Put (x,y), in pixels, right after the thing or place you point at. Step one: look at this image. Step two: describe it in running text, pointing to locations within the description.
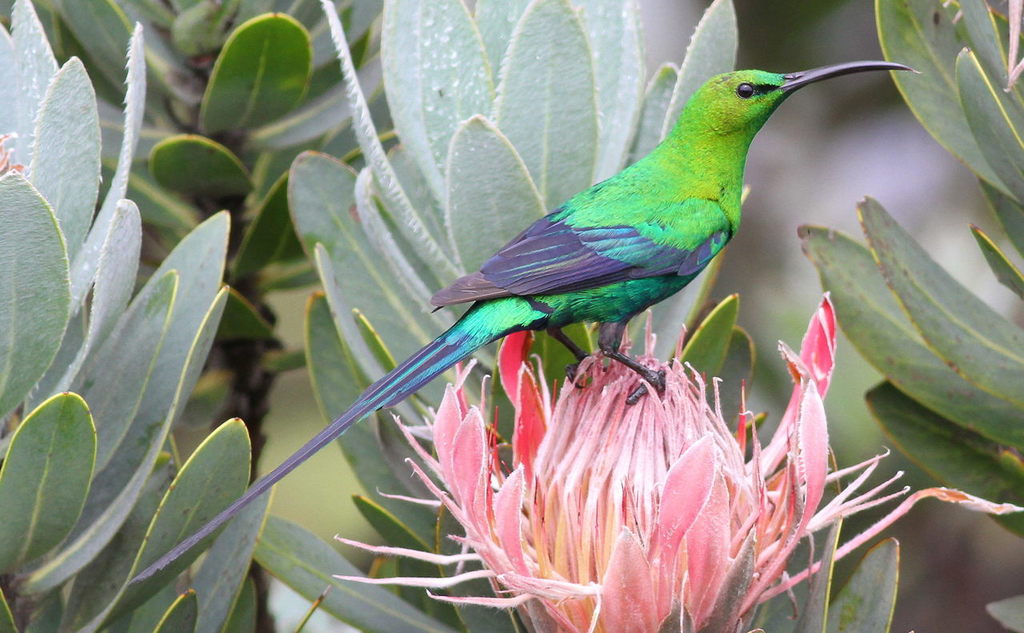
In this image we can see a bird (545,232) on a flower (647,395) and trees (564,165) in the background (580,145).
